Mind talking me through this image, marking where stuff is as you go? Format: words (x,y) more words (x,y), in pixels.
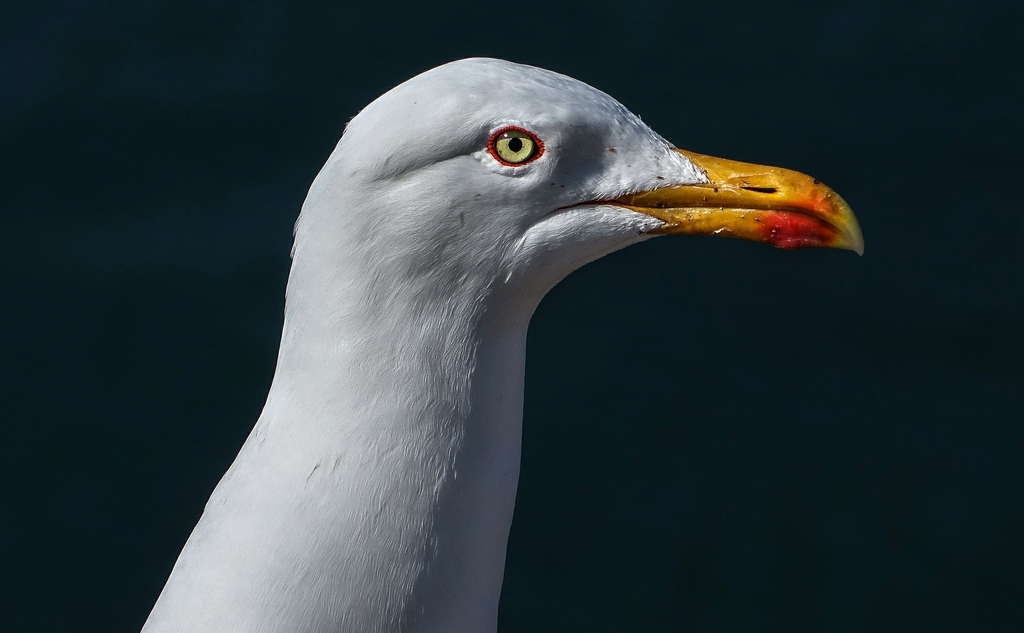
In this image I see a bird (364,270) which is of white in color and it is totally dark in the background (762,452).
